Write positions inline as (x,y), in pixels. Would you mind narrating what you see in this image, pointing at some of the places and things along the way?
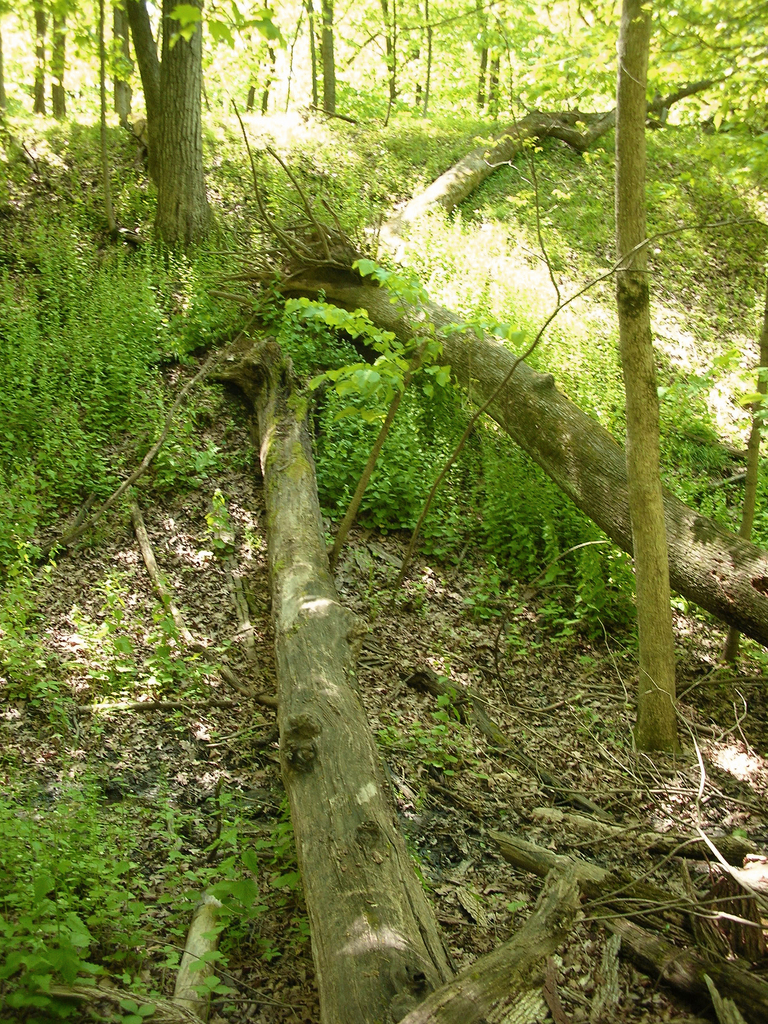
In this image we can see some bark (344,816) of the trees (697,548) fell down on the ground (457,960). We can also see some trees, plants (391,281) and the dried leaves (384,715) on the land (517,725).
